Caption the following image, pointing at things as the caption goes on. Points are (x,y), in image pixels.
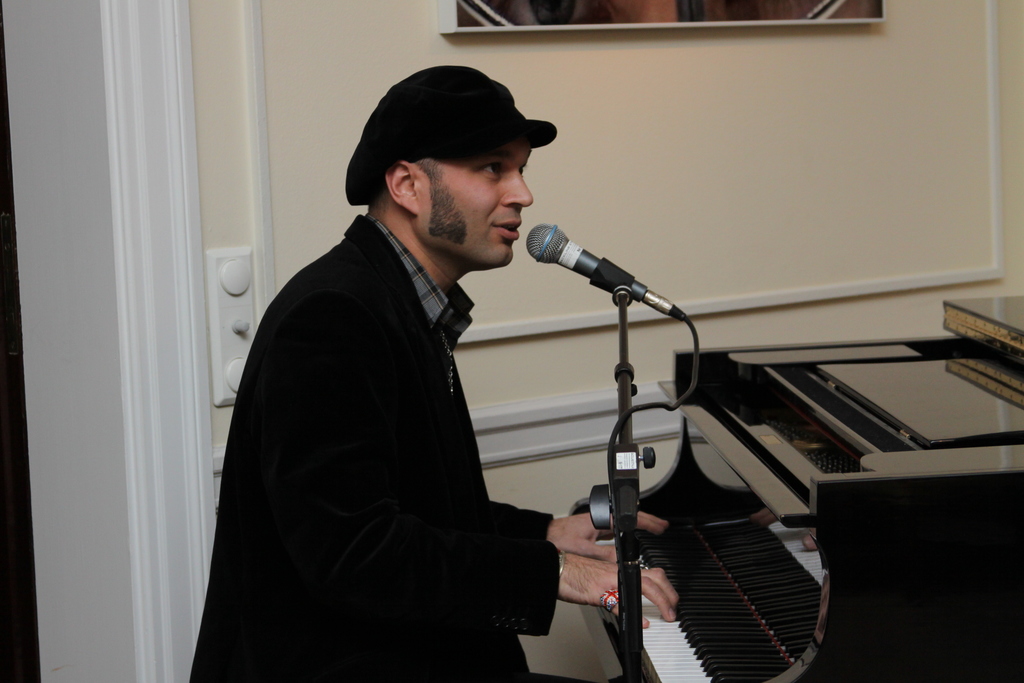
In this picture there is a man (271,544) who is singing in the mic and there is a piano (1012,465) in front of the man (481,82), there is a door (173,226) at the left side of the image (128,393) and a photograph (666,2) at the center of the image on the wall (686,96).
